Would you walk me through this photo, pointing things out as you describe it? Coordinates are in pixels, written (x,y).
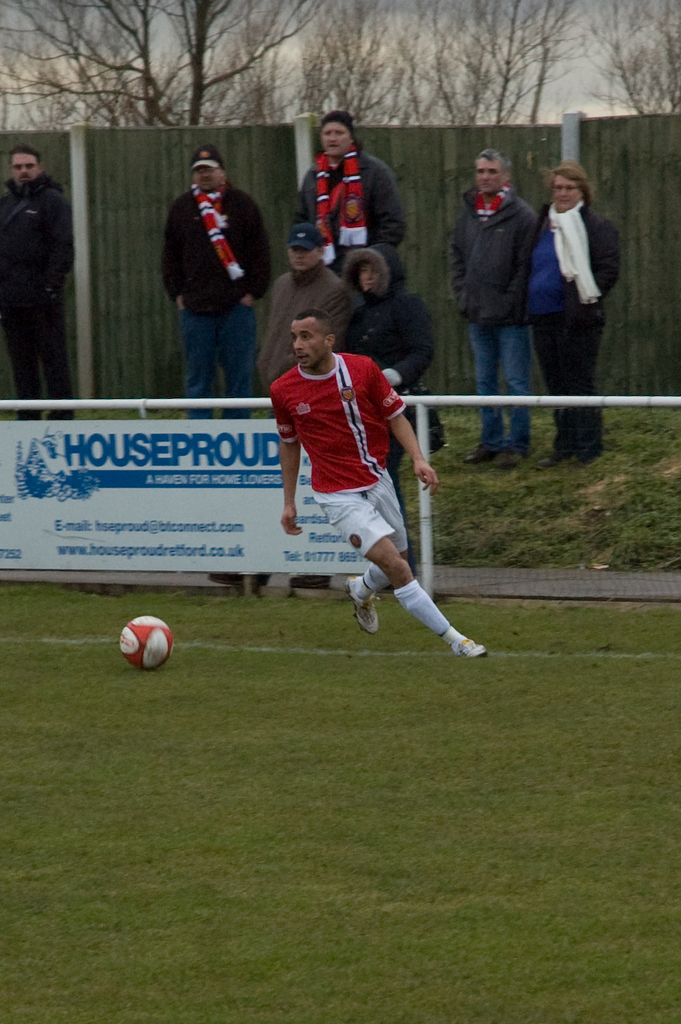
Here we can see a man (443,624) running and a ball (135,657) on the ground (374,671). In the background (70,383) there is a hoarding (308,509), poles (80,242), few men (30,246) standing on the ground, fence (127,236), trees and clouds (207,98) in the sky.
